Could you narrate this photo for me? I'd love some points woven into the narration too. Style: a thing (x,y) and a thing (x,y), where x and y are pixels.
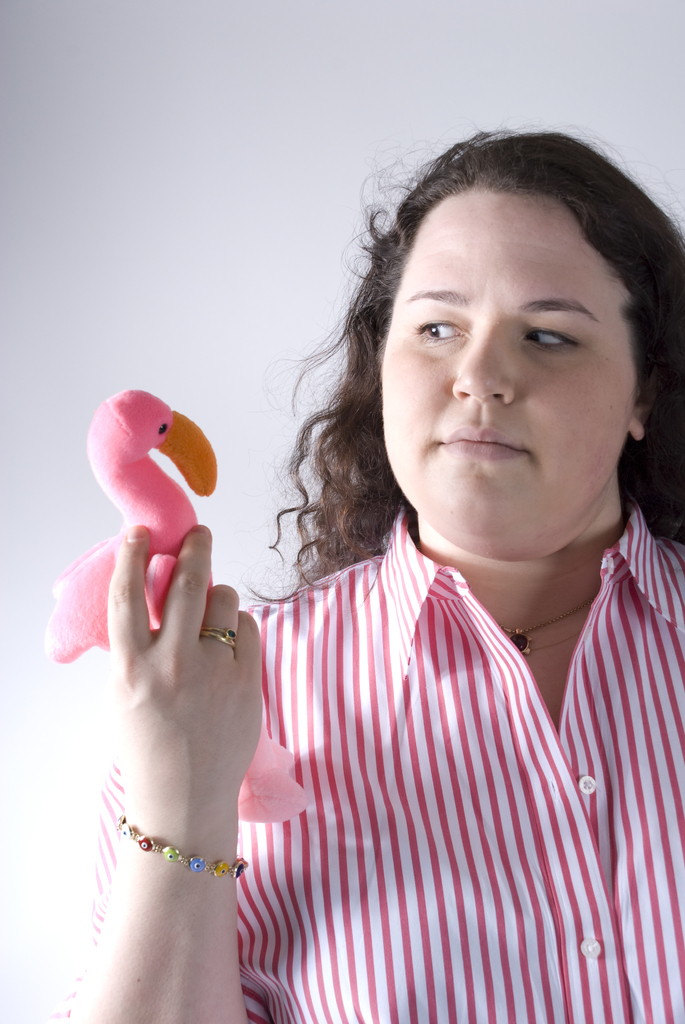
There is a woman (541,612) in a shirt (541,766), holding a pink color doll (165,411) with one hand (200,587) and watching it. And the background (601,43) is white in color.
